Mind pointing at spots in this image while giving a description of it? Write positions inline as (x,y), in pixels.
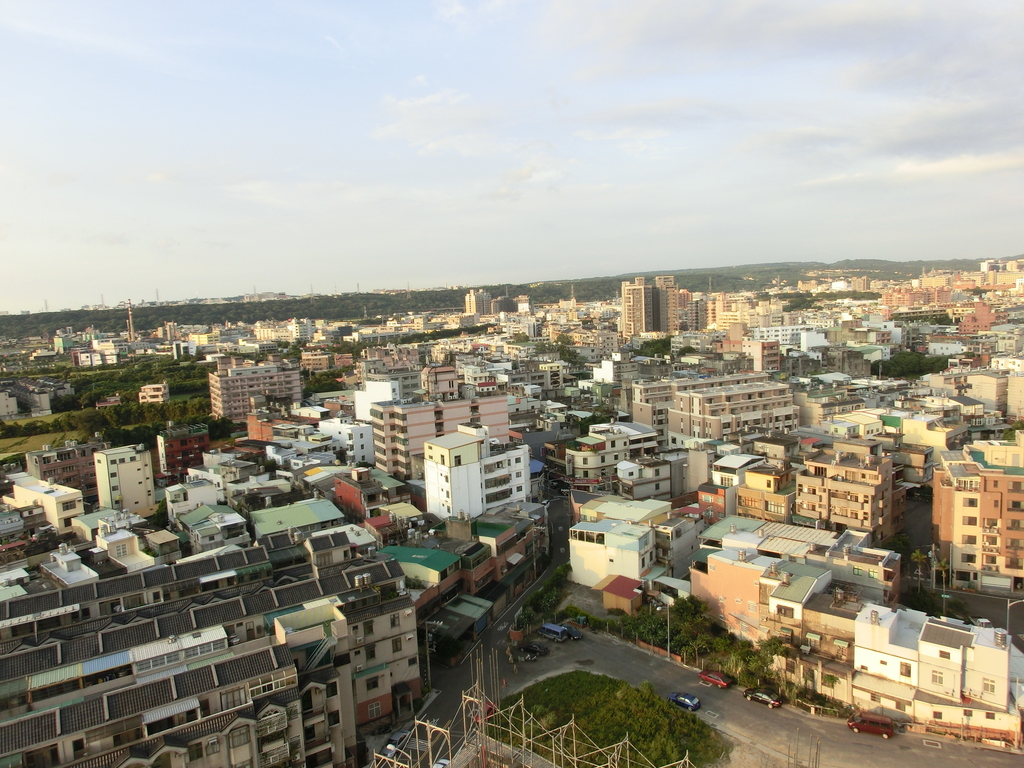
In this image we can see buildings (279,523), trees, road (544,664). At the top of the image (485,64) there is sky (539,133) and clouds (696,179). There are vehicles (692,702) on the road (633,669).
